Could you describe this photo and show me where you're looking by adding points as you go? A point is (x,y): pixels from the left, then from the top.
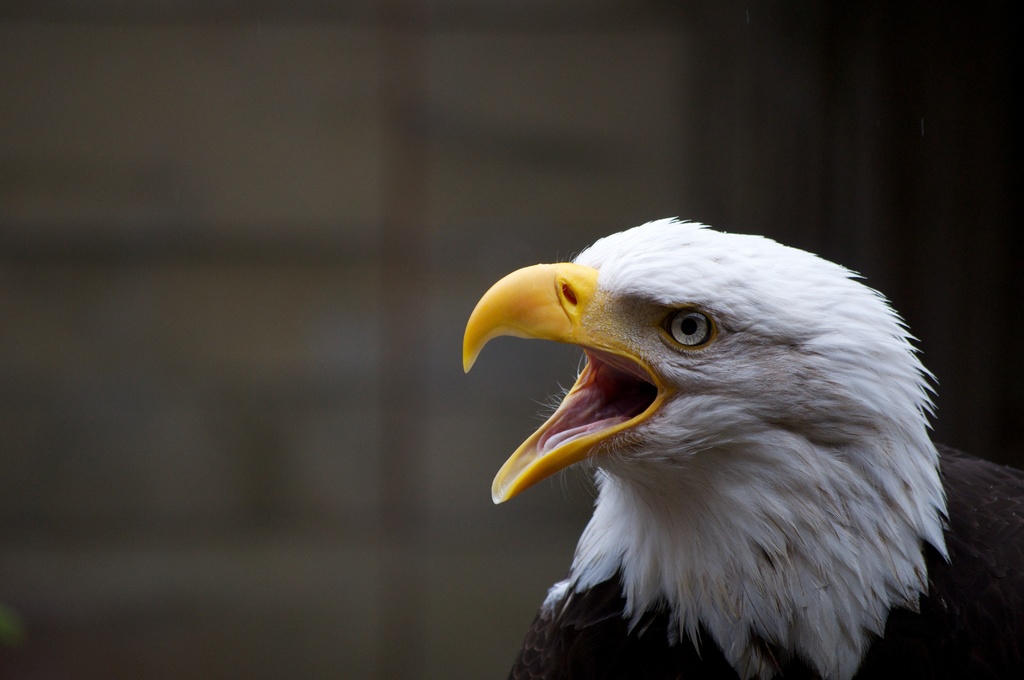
In this image I can see an eagle (566,615) in the front (621,423). I can also see this image is blurry in the background (522,187).
